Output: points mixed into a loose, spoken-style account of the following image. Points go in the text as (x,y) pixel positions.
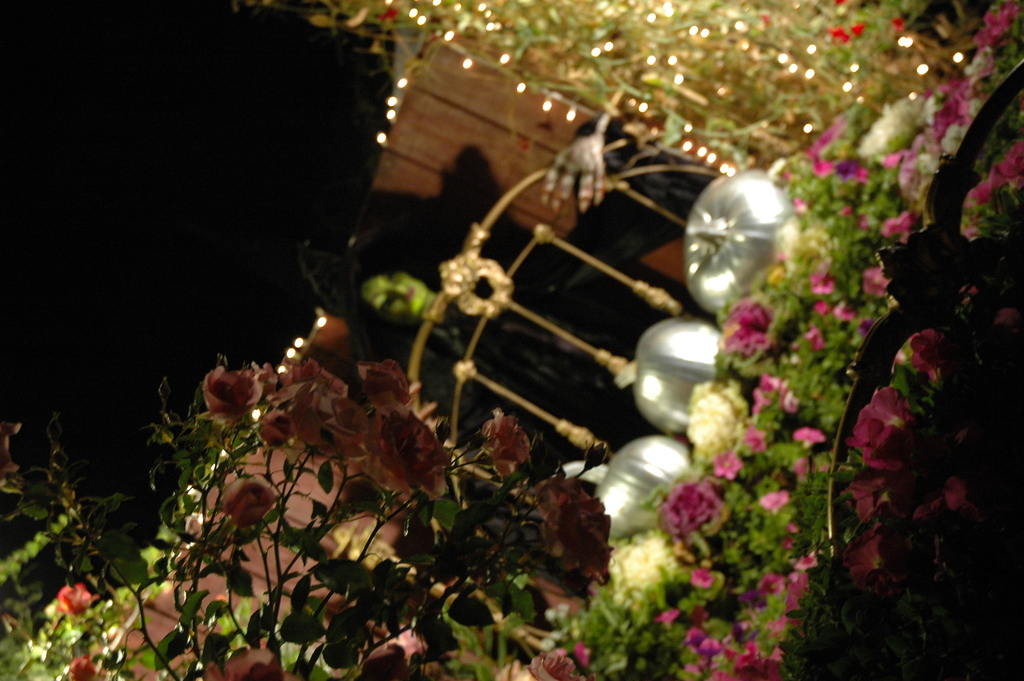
In this image I can see number of flowers (512,468) in the front (747,348) and in the background (412,321) I can see a black colour thing (561,265). On the top of this image (672,107) I can see few lights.
